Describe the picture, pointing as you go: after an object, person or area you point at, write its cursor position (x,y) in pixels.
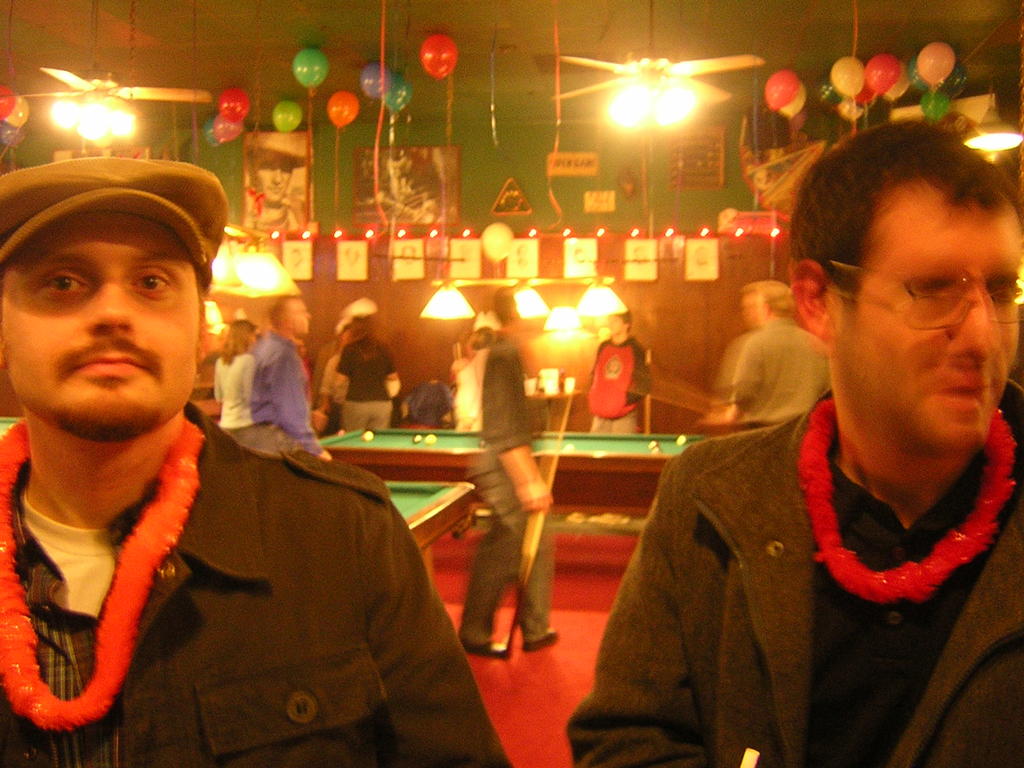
In this image I can see two people (657,602). Among them one person (106,274) is wearing the cap (88,195). In the back (510,416) there are group of people (505,404) playing the game snooker. There are frames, balloons (405,95) and light (674,113) attached to the wall (405,314).
